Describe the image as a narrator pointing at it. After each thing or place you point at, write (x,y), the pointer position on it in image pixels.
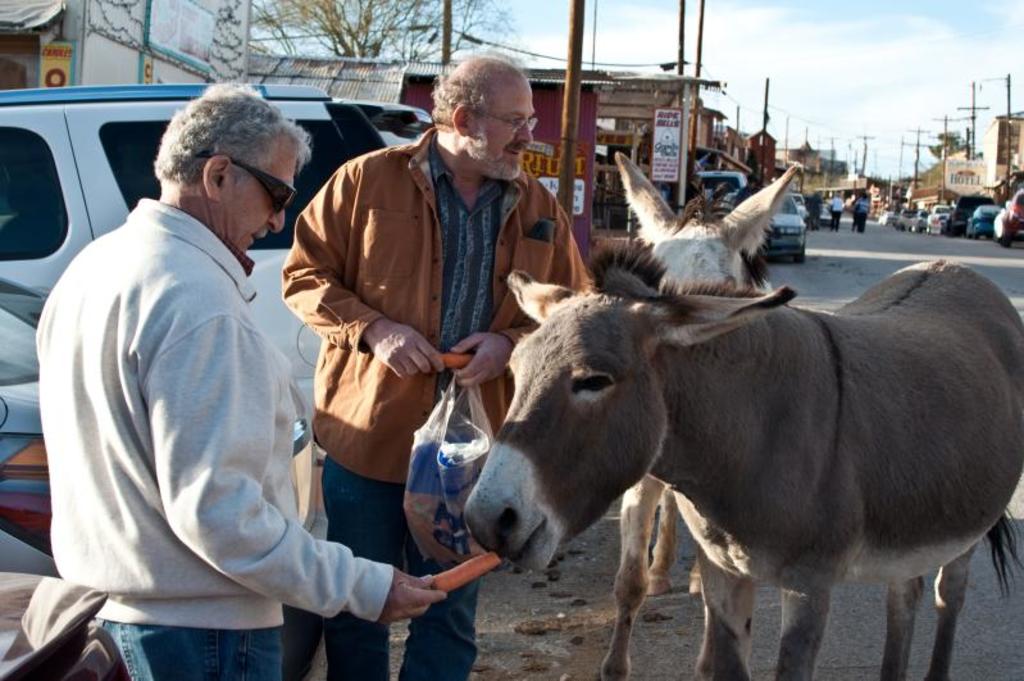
This is the picture of a city (942,232). In the foreground (142,463) there are two people (421,360) standing and holding the carrots (447,576) and there are donkeys (671,467) and there are vehicles (310,128). At the back (929,196) there are buildings (929,196) and trees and poles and there are group of people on the road (824,248) and there are vehicles (1000,213) on the road (848,224). At the top (885,100) there is sky (898,92). At the bottom (687,668) there is a road (921,234).
